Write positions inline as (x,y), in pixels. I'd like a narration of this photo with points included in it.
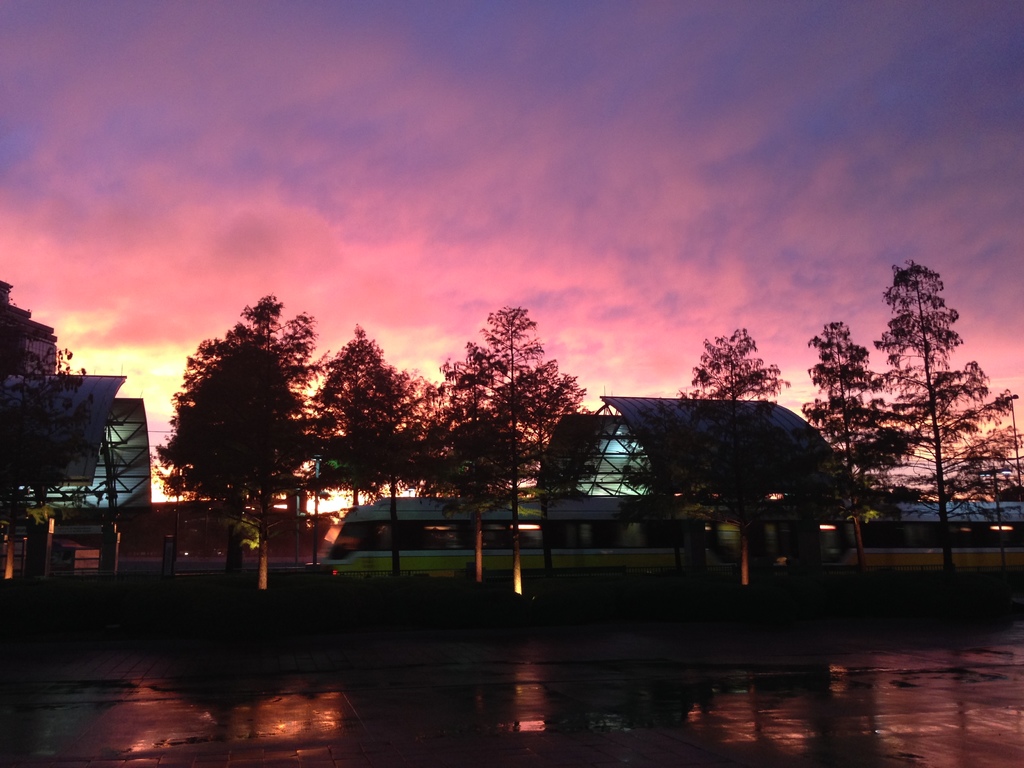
In the center of the image (649,497) we can see the sky (750,3), clouds (269,202), trees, one train (719,546) and a few other objects (42,351).
